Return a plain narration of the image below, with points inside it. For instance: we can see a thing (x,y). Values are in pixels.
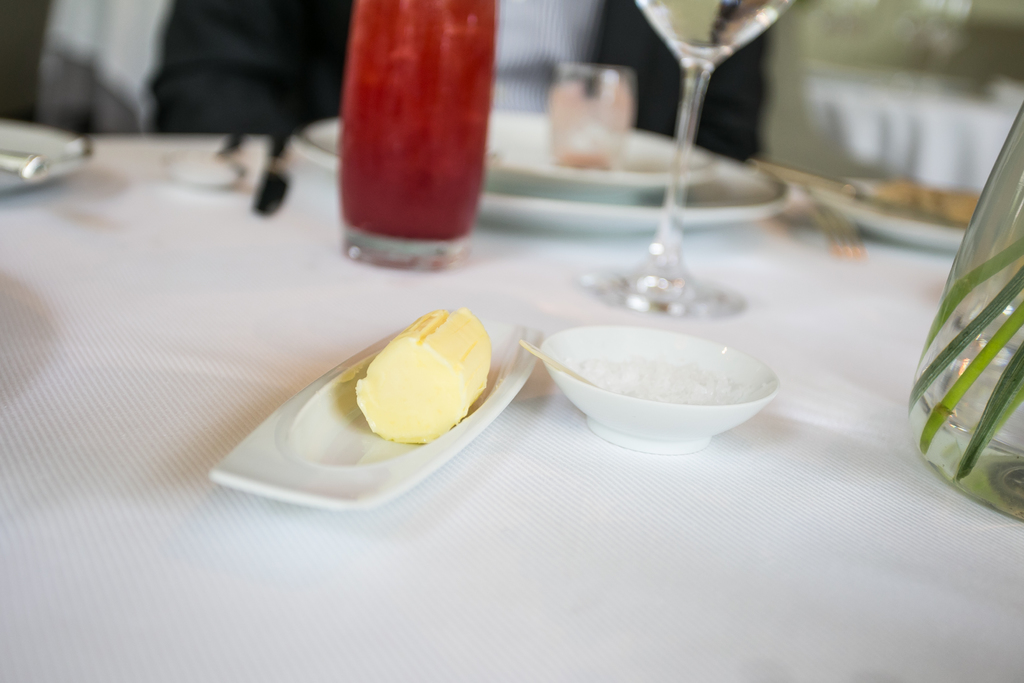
Here in this picture we can see a table (608,657) and a bowl (683,437) and a plate (490,415) and a bottle (440,158) and a glass (623,115) placed on it and there is spoon (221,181) and butter knife (266,204) also
